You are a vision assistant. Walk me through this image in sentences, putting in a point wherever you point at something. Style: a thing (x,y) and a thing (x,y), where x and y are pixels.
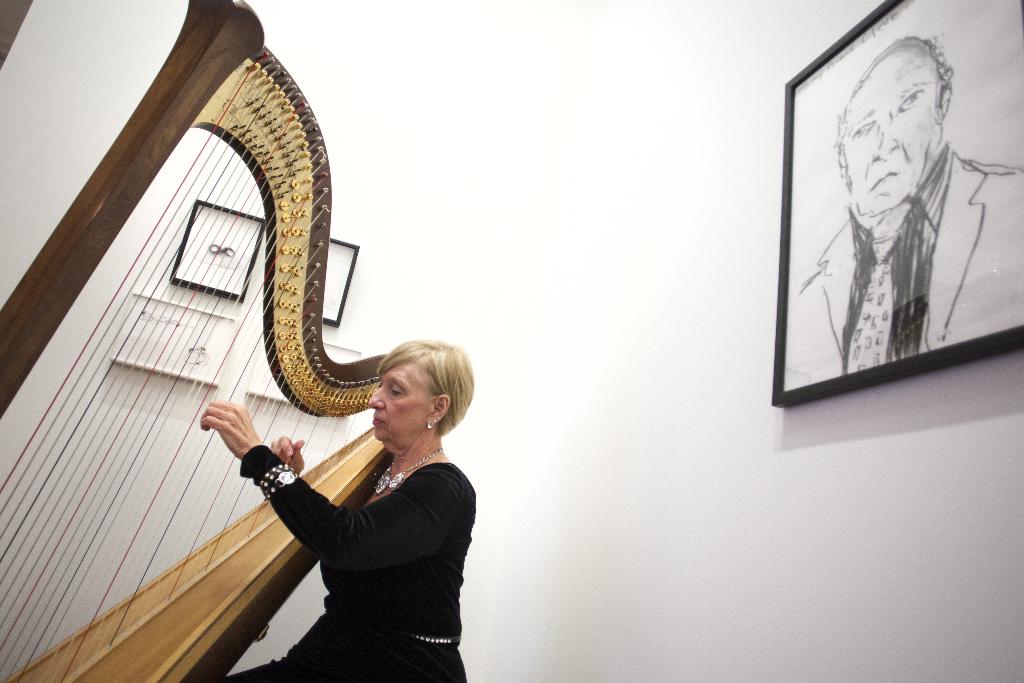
The woman (455,682) in the black dress (337,535) is playing a musical instrument (222,593). Behind her, we see a white wall (657,276) on which many photo frames (851,169) are placed.
